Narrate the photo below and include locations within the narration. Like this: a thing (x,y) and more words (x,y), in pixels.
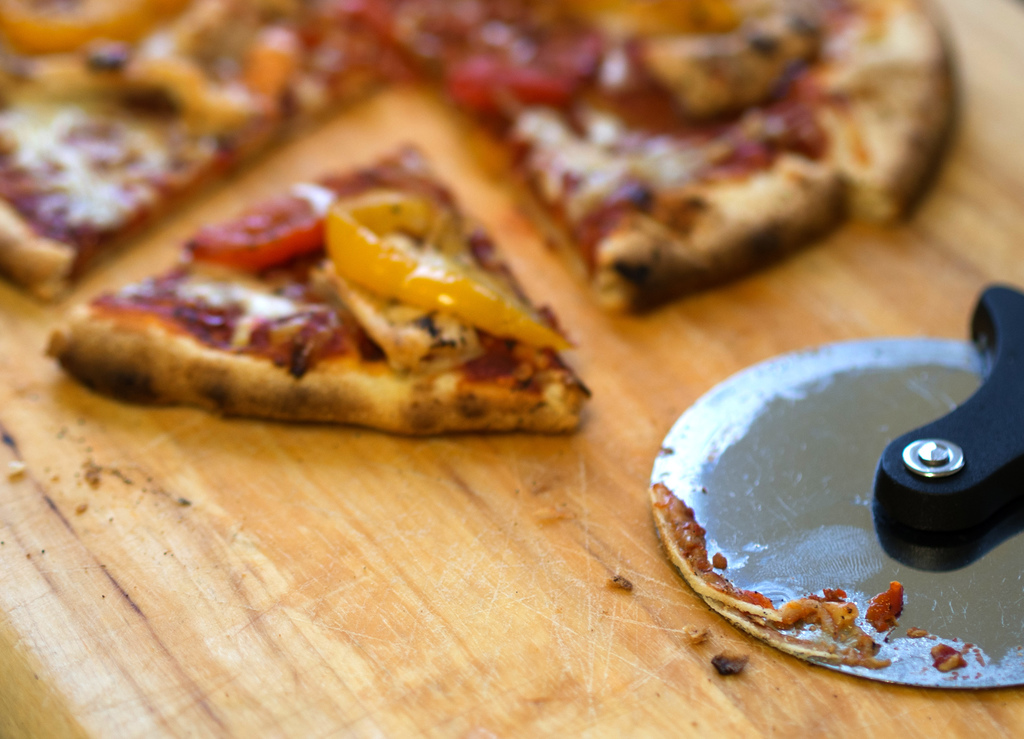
In this image at the bottom (245,612) there is a table (218,453), on the table (578,569) there is a pizza (685,196) and one pizza cutter (780,465).
